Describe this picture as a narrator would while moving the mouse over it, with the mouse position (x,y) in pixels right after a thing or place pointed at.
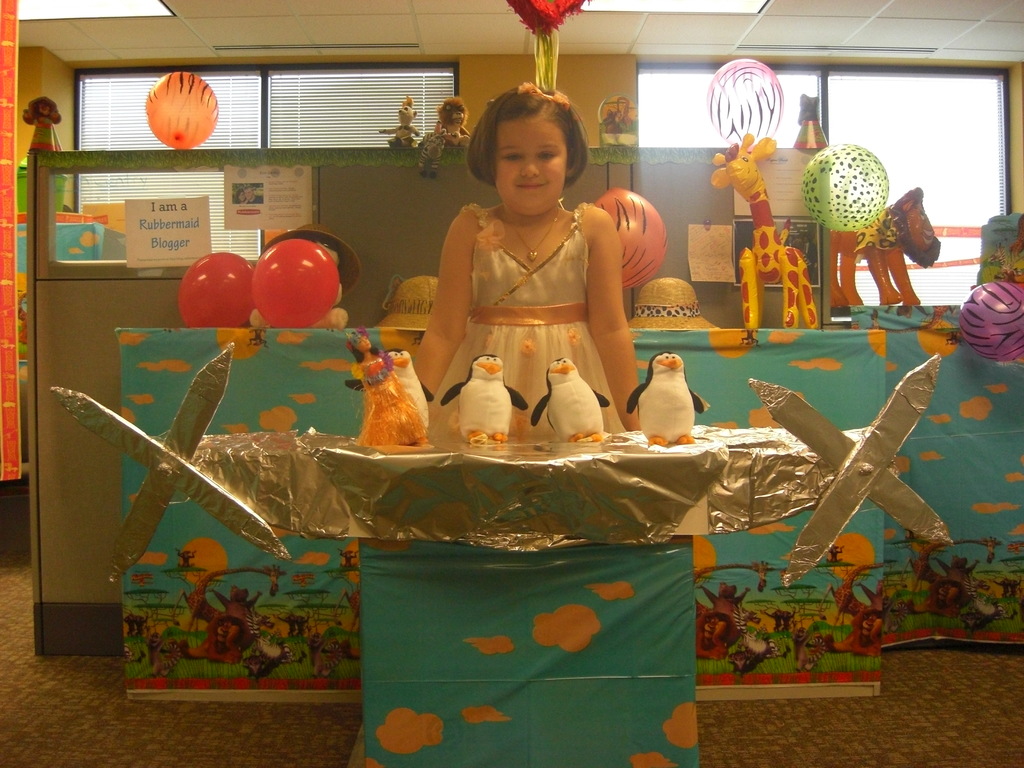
This picture is clicked inside. In the foreground (358,500) there is a table (584,453) on the top of which we can see a doll (409,431) and the toys (575,378) of penguins (475,410) are placed and there is a girl (529,279) wearing frock (523,298), smiling and seems to be standing. In the background (839,338) we can see there are many number of toys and balloons (165,116) and we can see the tables (763,334), windows (930,112), window blinds (886,107), flower vase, roof (217,36) and some other objects (343,153) and we can see the pictures (965,579) of animals (718,615) on the tables (953,583).
